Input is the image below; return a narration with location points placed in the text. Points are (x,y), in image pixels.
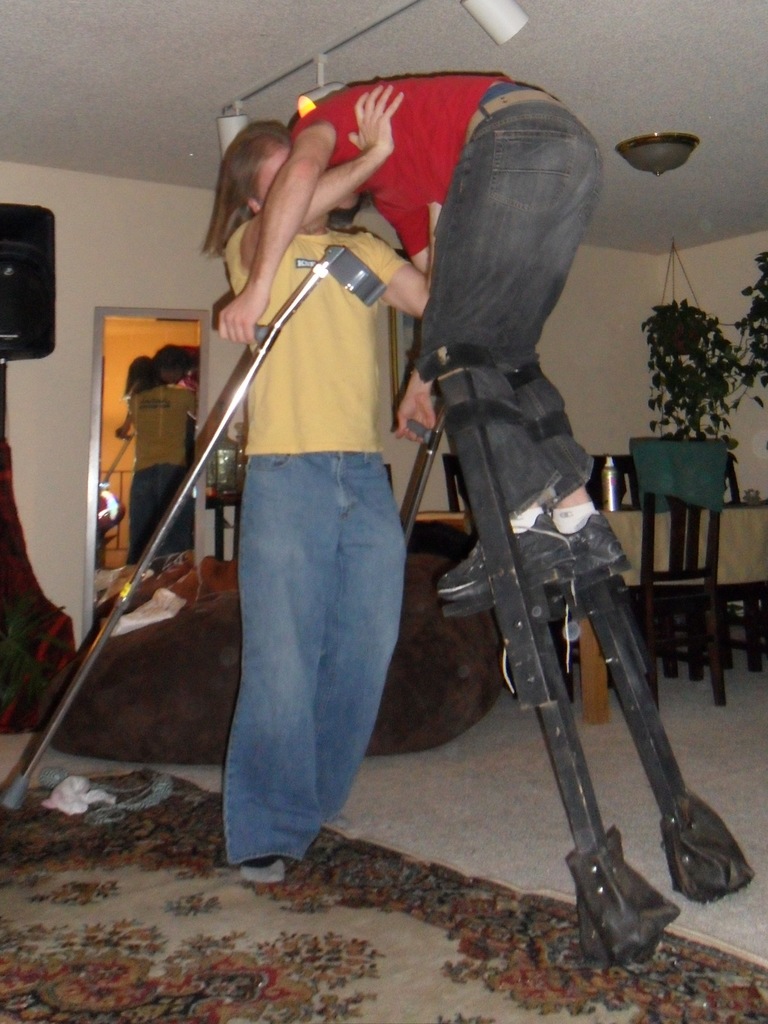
In this image we can see two person (342,420). One is wearing yellow color t-shirt (339,381) and jeans (311,600). And the other one is wearing red color t-shirt (457,140) with black jeans (474,250) and standing on the black color stand (529,597). behind the sofa (203,611), mirror (181,398), table (660,543), chair (673,517) and plants (687,354) are there. Bottom of the image (293,943) carpet (266,986) is there. The roof (201,125) is in white color.
